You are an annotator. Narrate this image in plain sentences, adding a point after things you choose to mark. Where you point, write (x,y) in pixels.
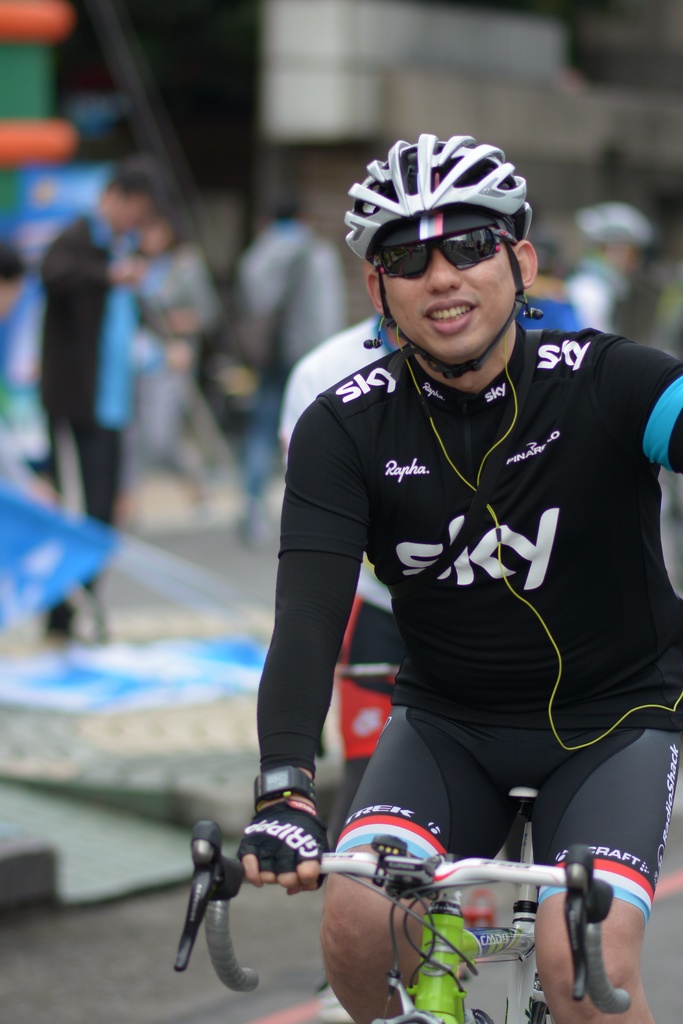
In this image I can see the person (390,750) with the black color dress (440,661) and helmet (515,271). I can see the person (390,950) riding the bicycle (425,1006). In the background (194,453) I can see few more people (170,395) standing and I can see the blurred background (209,156).
